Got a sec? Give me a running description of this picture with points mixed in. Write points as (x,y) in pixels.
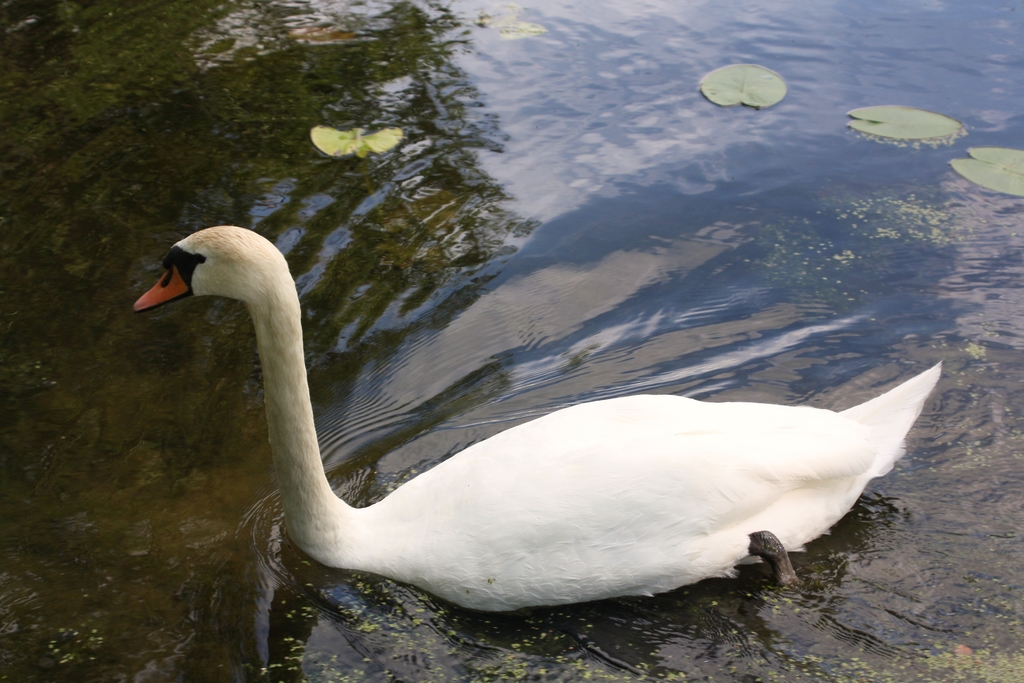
In the center of the image (597,439) there is a swan (444,495). In the background of the image (455,291) we can see water (519,163) and leaves (768,100) are present.
